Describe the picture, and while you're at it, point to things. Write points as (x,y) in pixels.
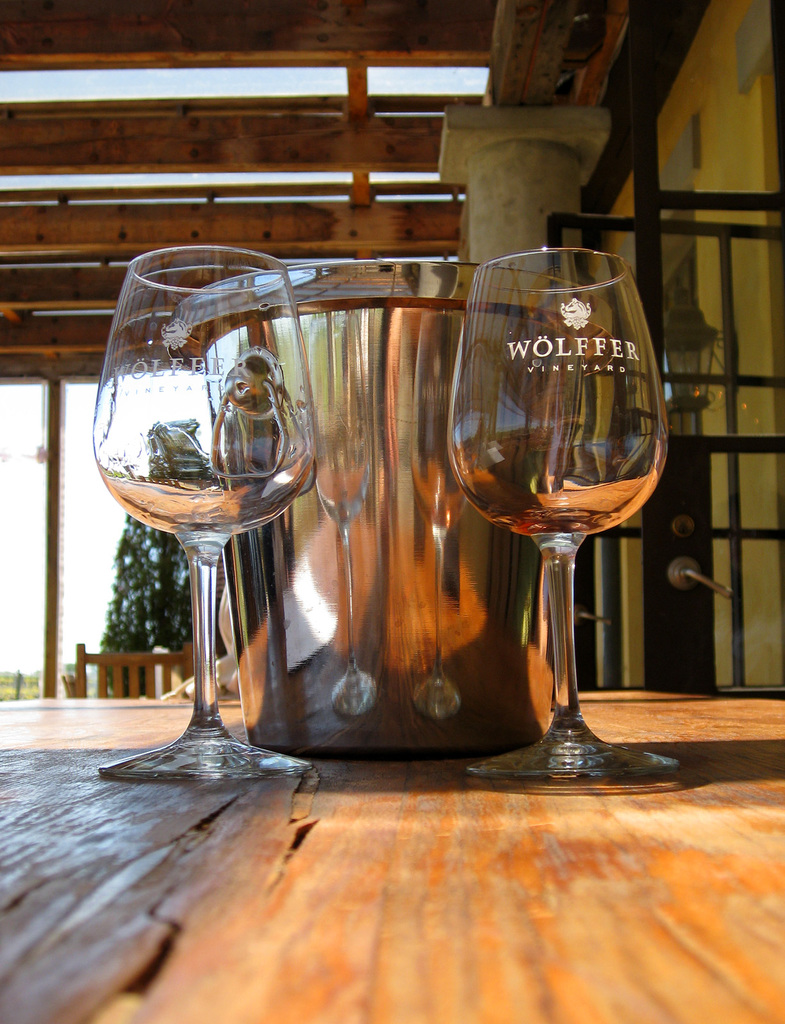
In this image I see a table (249,830) on which there are 2 glasses (515,259) and I see words (582,351) written on them and I see a silver bucket (391,492) over here and in the background (161,654) I see a chair (131,693) over here and I see the pole (54,507) over here and I see the sky (15,415).
